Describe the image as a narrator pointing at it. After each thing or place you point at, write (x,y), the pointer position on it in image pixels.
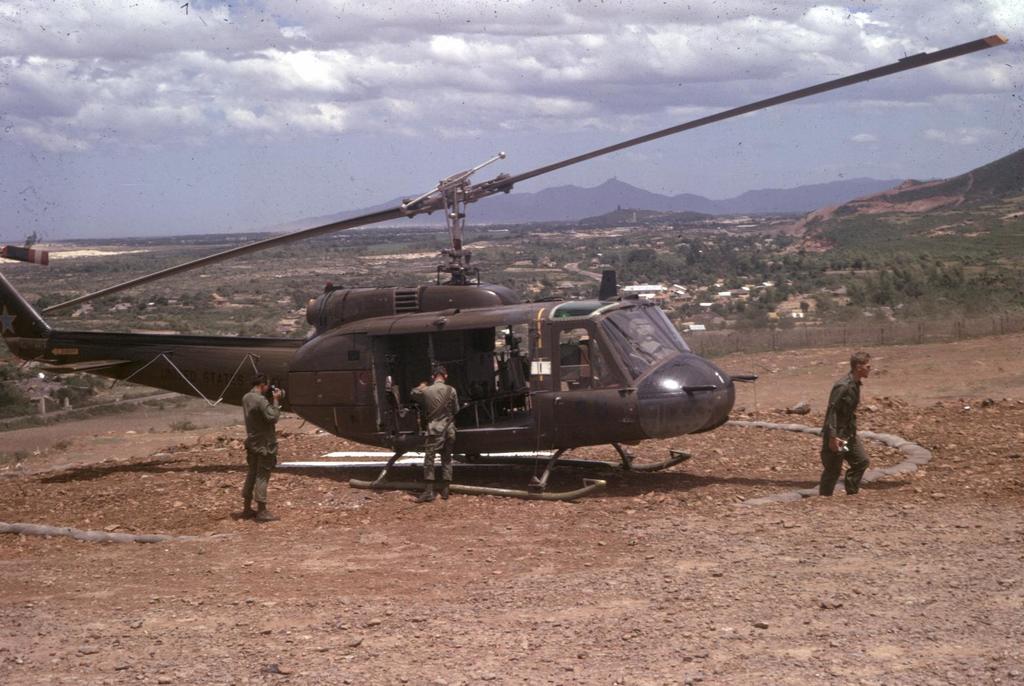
In this image there is a helicopter (532,445), in front of the helicopter (605,426) there are three people (448,441) standing on the surface (688,509), in them one is walking. In the background (506,329) there are trees (797,253), few buildings (679,288), mountains (618,185) and the sky (302,99).
